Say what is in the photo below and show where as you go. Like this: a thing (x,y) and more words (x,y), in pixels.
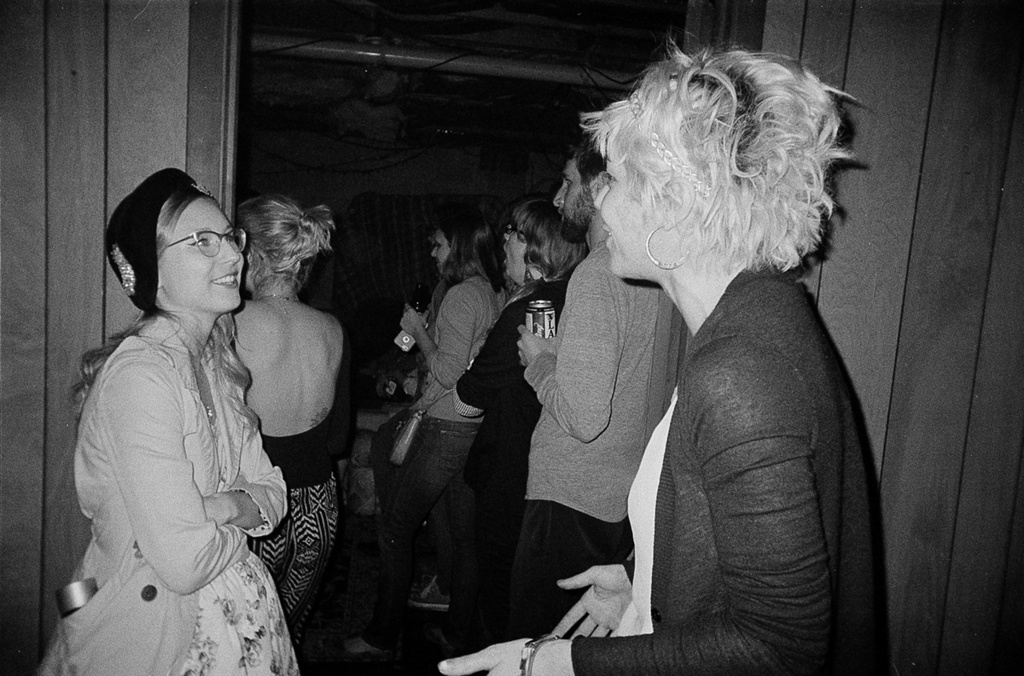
It is a black and white image, there are two people (173,507) standing in front of a door (465,520) and inside the door (243,325) there are some other people (520,301) and one of them is holding a coke tin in his hand (549,341).
